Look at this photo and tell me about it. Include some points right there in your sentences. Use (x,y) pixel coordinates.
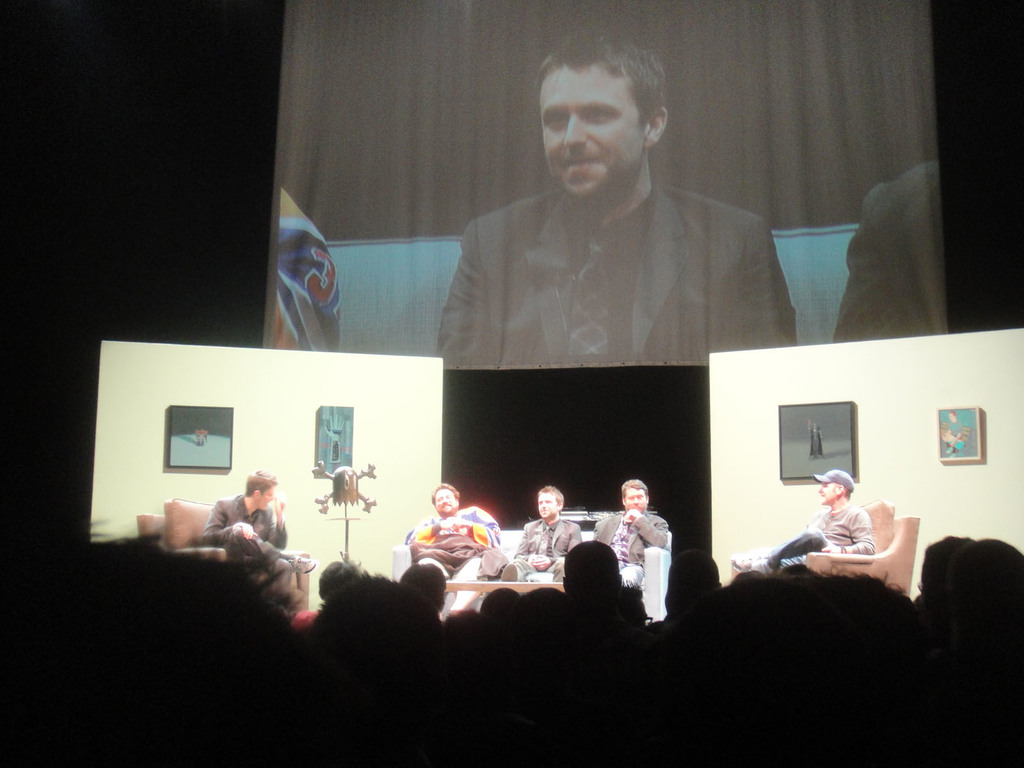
In this image, we can see the projector screen (404,55), there are some people (842,500) sitting on the sofa (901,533), we can see the walls (258,389) and there are some photos (826,427) on the walls (132,452).
